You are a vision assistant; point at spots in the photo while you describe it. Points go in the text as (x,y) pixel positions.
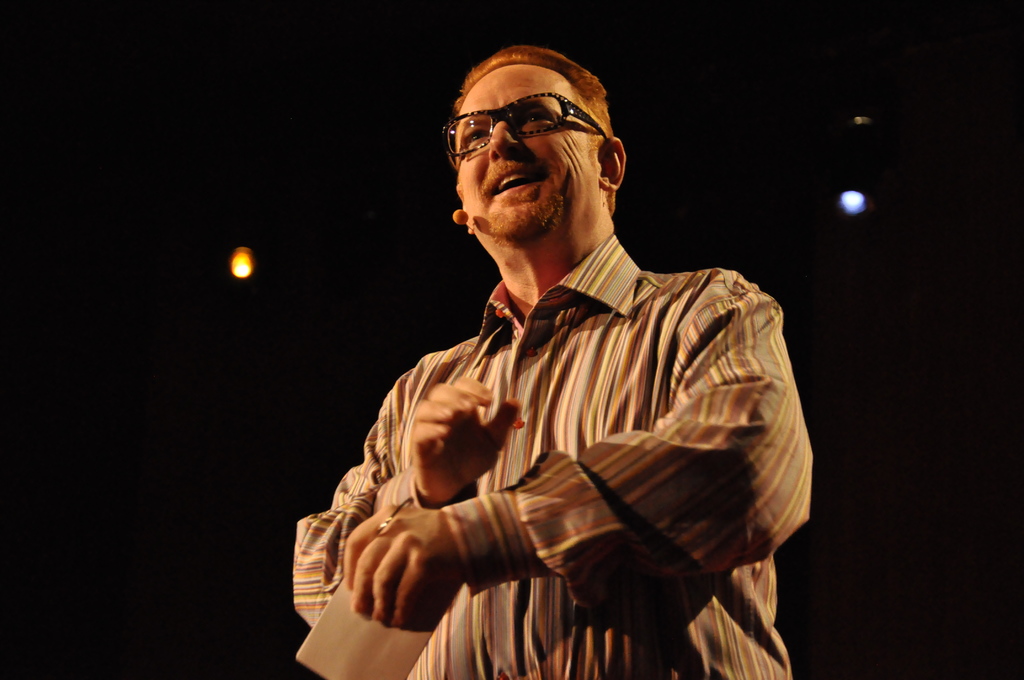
In this image we can see the person (512,299) standing and holding a paper (360,626). And at the back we can see the lights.
